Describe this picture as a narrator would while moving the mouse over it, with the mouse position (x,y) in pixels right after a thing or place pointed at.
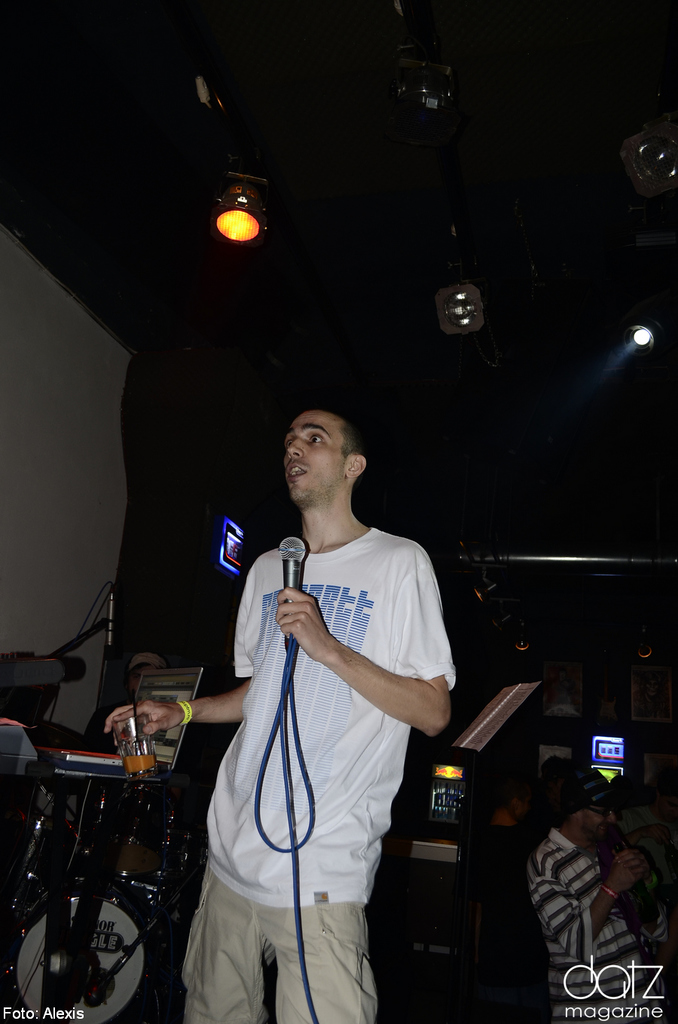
Person (244,677) at the front side of an image (273,721) is holding a glass (144,768) with one hand (107,727) and mike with other hand (310,599). At the left side (6,740) there is a musical instrument (120,987). Behind it there is a person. At the right side (537,792) there are few people (556,831). Top of the image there are few lights (633,332) hanged from the roof (273,361).
